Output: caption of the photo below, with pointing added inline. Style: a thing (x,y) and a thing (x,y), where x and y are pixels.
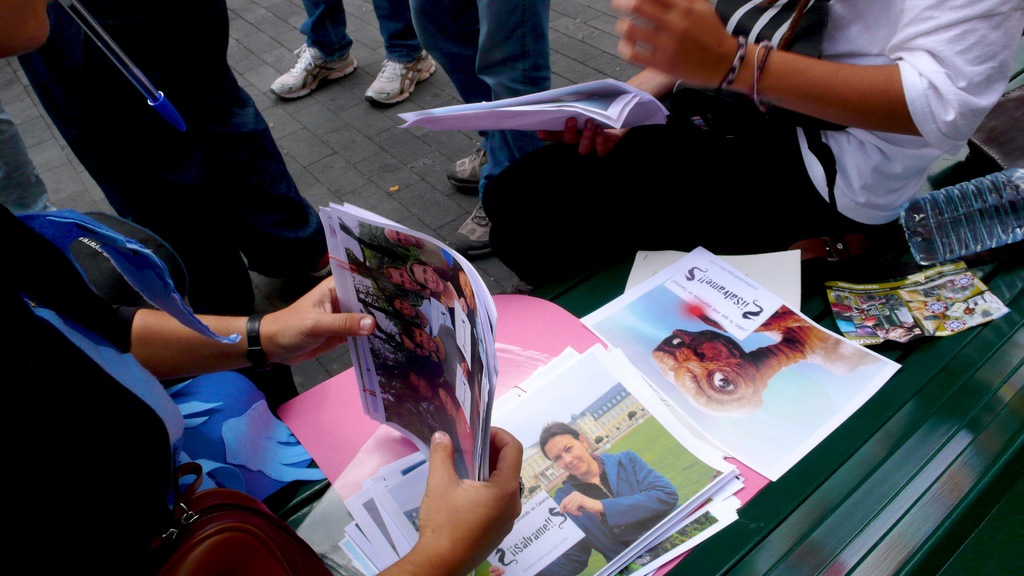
In this image we can see some persons (409,91) standing on the road (309,109) and some are sitting on the bench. The persons (288,358) are holding papers (468,311) in their hands (332,325) and there are disposable bottles (969,237), books (891,285), papers (676,424) on the bench (602,298).
